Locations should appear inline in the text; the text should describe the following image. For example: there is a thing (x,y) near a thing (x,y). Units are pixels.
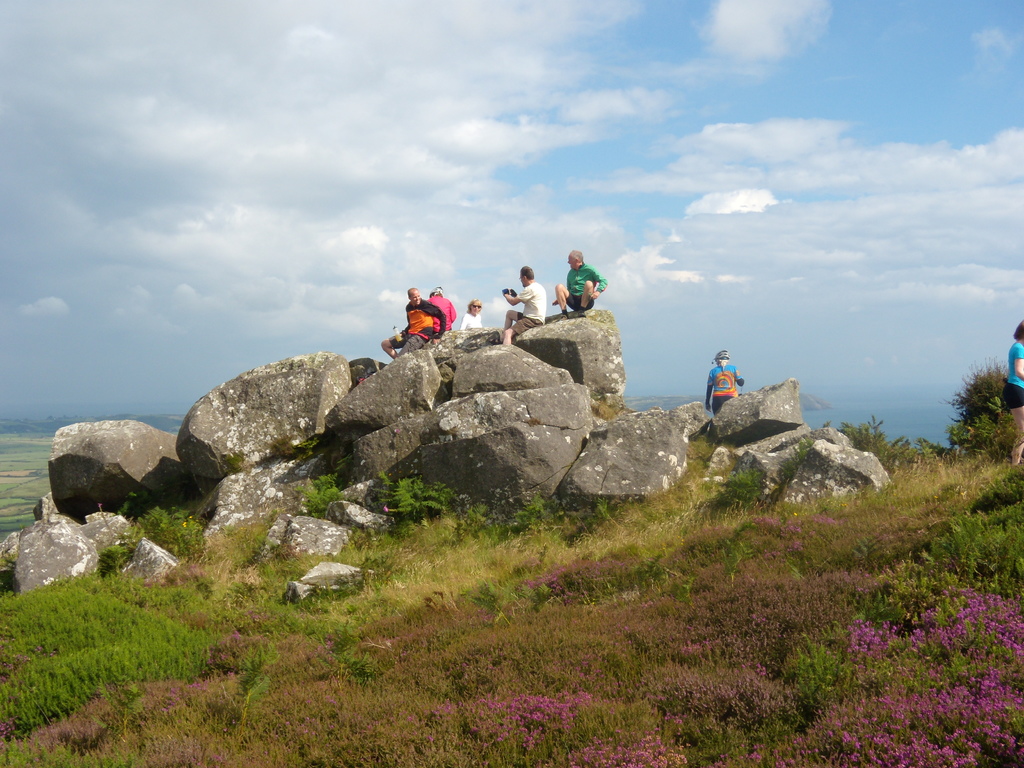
This image consists of few persons (437,330) sitting on the rocks (665,482). At the bottom (716,630), there is green grass (600,640). In the background (511,168), we can see the clouds (407,188) in the sky (720,241).
